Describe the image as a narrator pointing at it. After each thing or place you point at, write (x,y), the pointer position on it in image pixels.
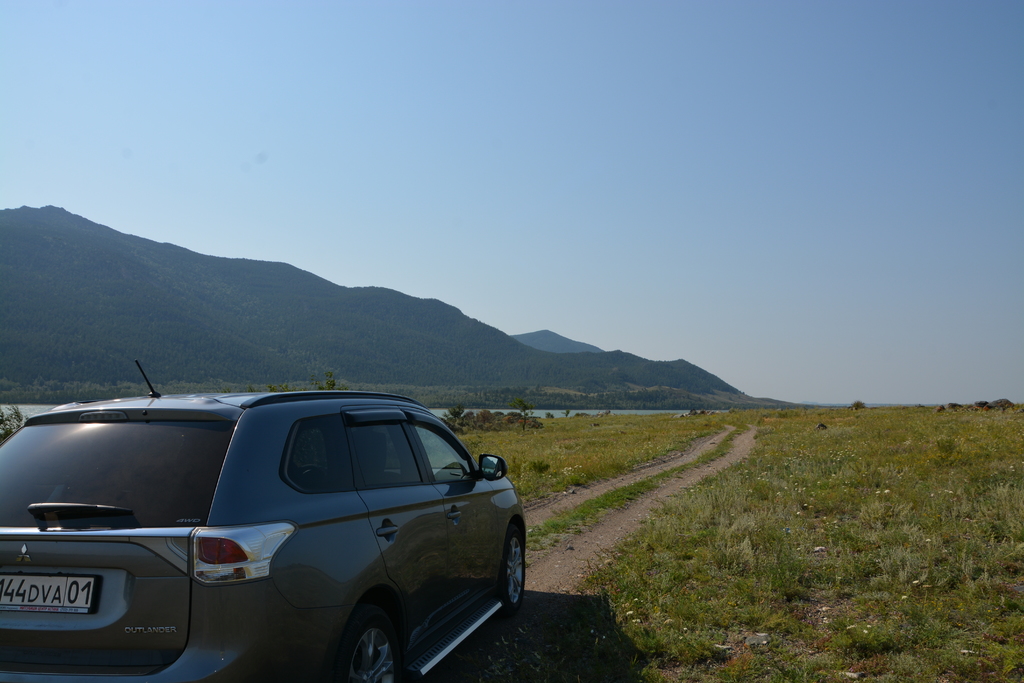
In this image there is a car (357,616) on the path (510,616), and in the background (757,491) there are plants (860,464) with flowers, grass (696,426), trees (579,398), water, hills (509,349), sky (598,255).
